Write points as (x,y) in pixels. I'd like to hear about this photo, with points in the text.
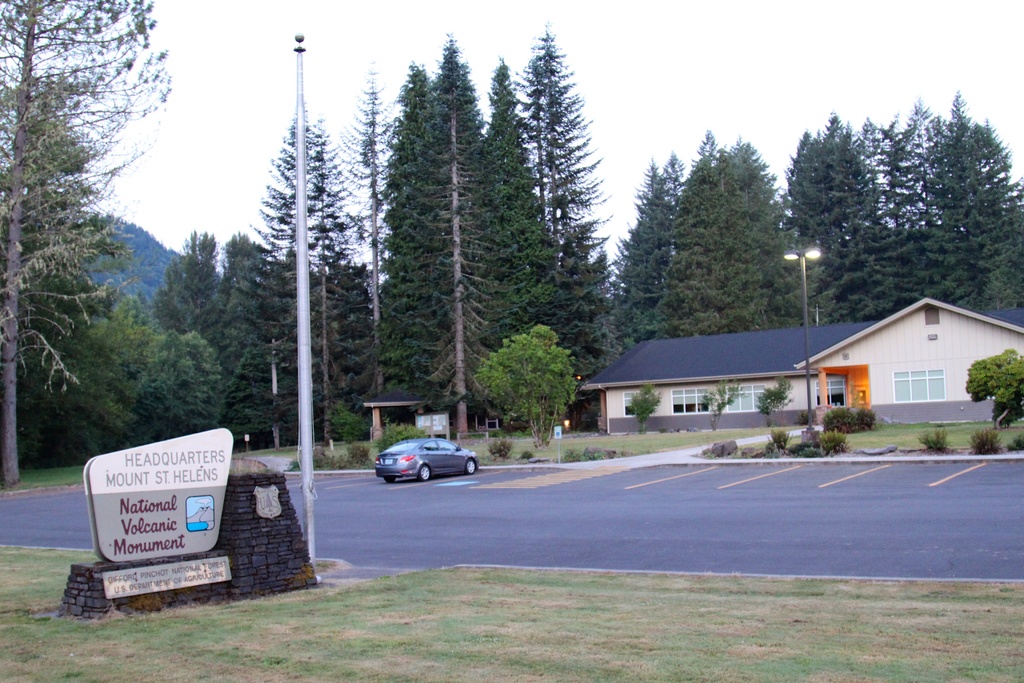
This image consists of many trees (746,296). To the right (773,372), there is a house (904,372). In the middle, there is a road (461,483) and a car (385,457) parked on the road (583,511). At the bottom (404,660), there is green grass (189,625). To the left (164,577), there is a board (154,567).
